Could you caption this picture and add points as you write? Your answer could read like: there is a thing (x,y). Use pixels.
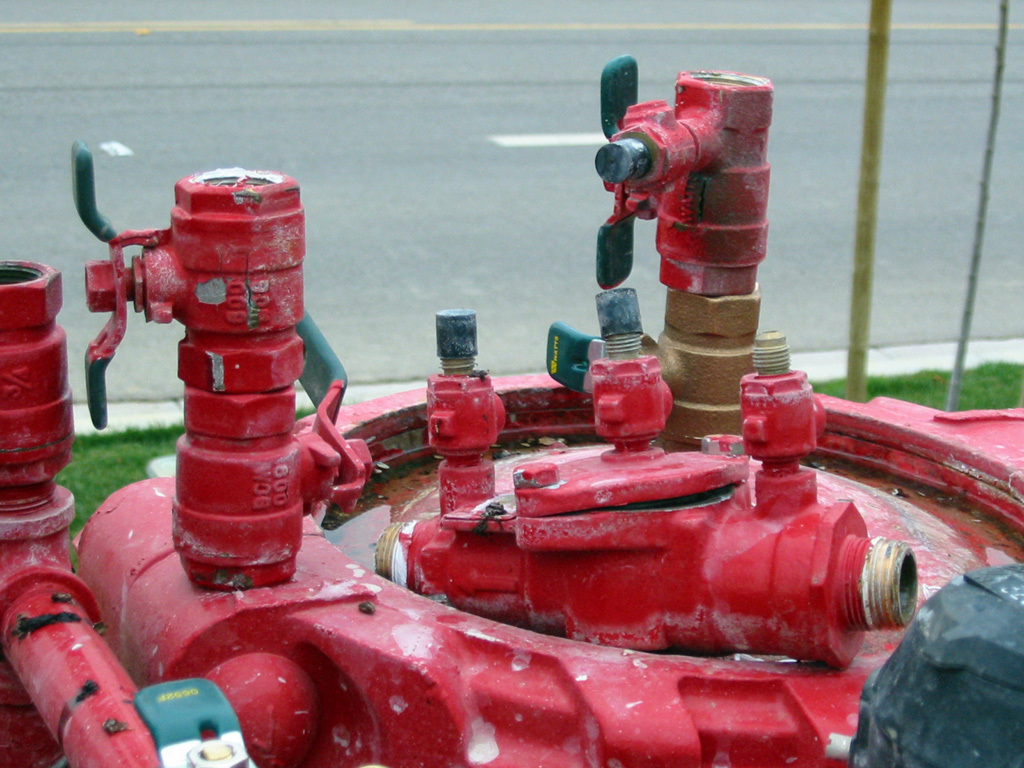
In the image to the bottom (109,543) there are red color water pipes (190,402). Behind the water pipes (338,490) there is a road (889,251).
